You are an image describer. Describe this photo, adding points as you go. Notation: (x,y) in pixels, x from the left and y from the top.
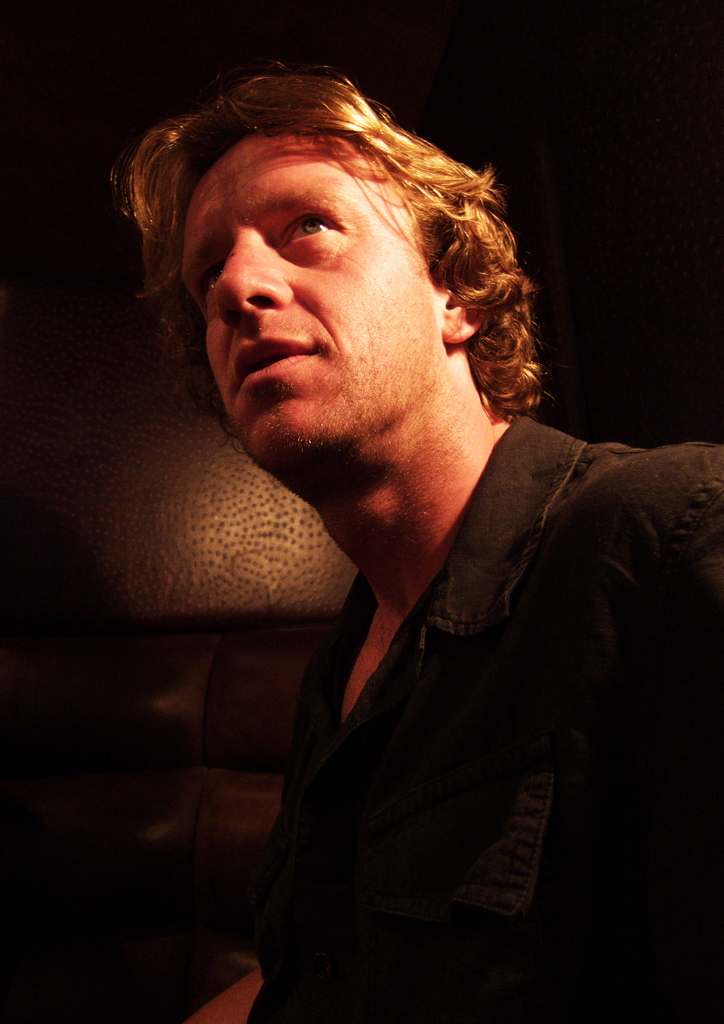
This picture shows a man (393,263) and we see a light (346,347) on his face (341,394) and he wore a black color shirt (569,614).
